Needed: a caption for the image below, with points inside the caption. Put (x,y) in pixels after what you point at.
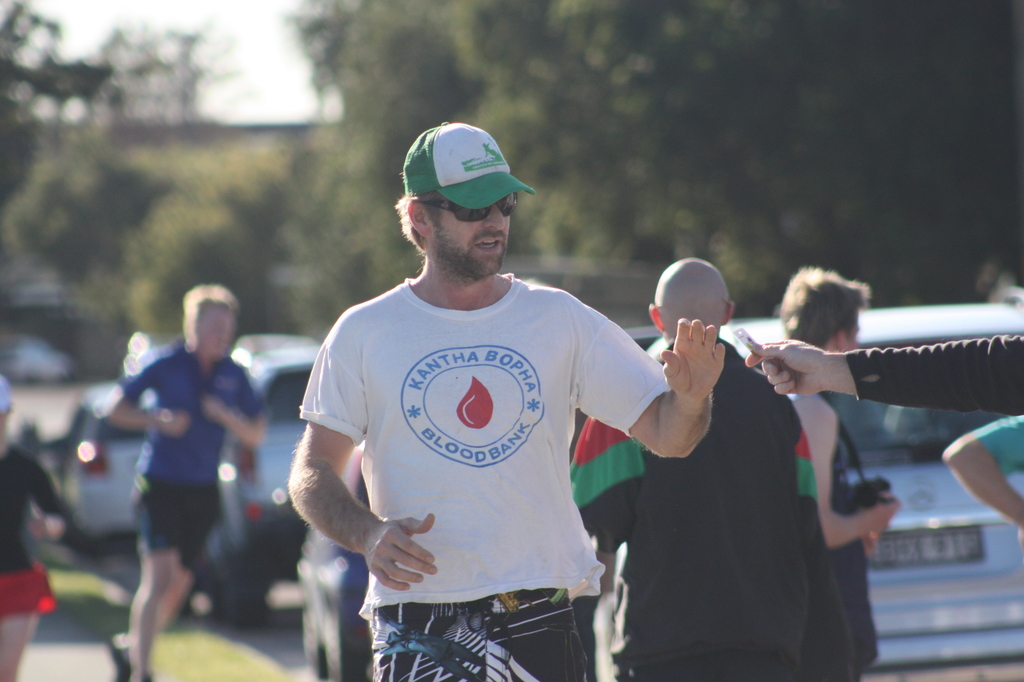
In this image there is a person (443,196) with hat (454,167) and spectacles (511,209) is standing, and in the background (763,665) there are group of people (818,518) standing, vehicles (18,360) parked on the path (70,668), trees (67,233), sky (292,108).
